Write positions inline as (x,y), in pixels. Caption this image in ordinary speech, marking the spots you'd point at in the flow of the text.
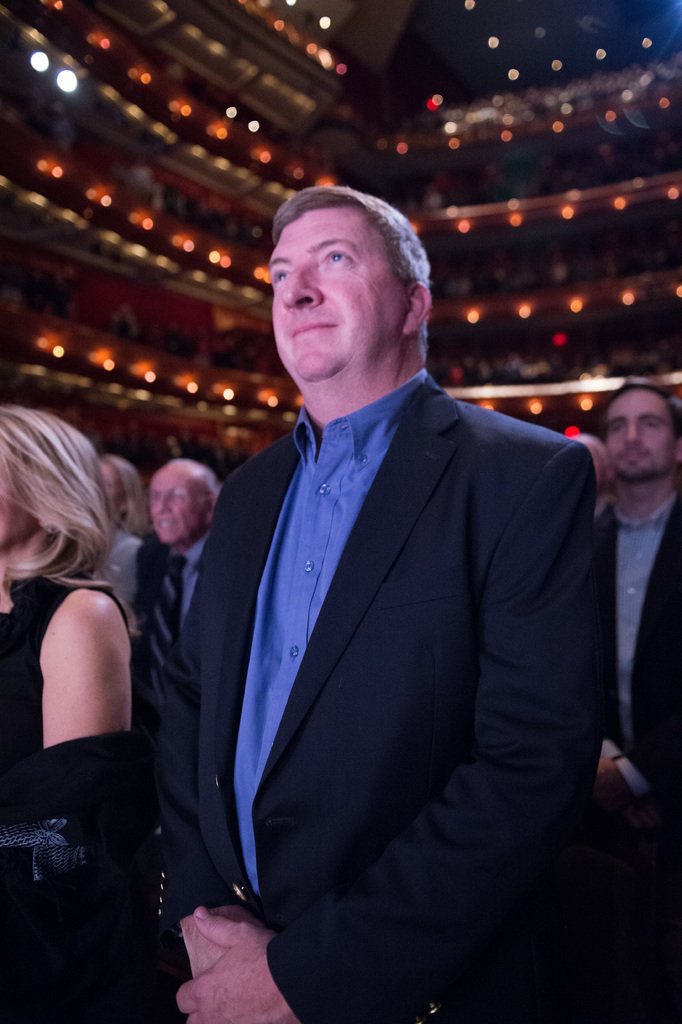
In this picture I can see few people (367,530) standing and a building (353,185) in the back (491,177) and I can see few lights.
